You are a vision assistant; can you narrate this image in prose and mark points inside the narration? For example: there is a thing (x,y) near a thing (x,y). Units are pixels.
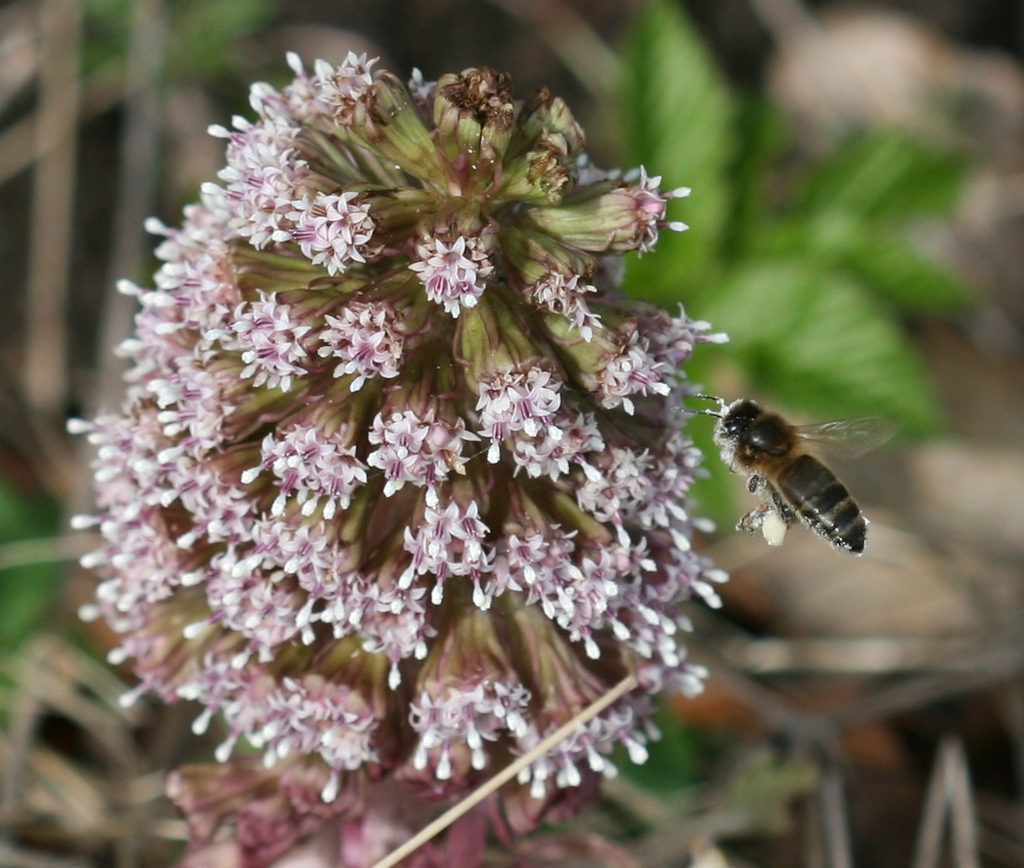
In the center of the image (578,462) we can see honey bee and flowers (242,586).
